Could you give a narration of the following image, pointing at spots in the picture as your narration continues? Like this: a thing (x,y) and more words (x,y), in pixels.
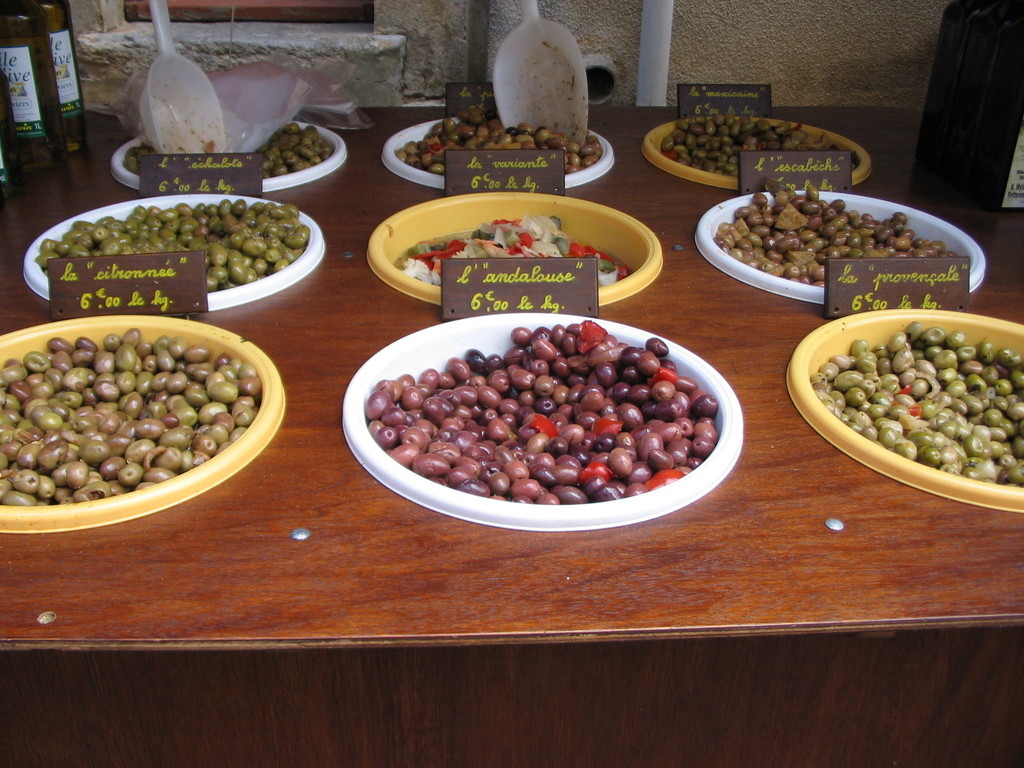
In this image there is a wooden table (529,622). On the table (342,578) there are olives (210,375) and fruits (483,244) in the bowls (176,329). Beside the bowls (220,290) there are boards (220,166) with text (142,277). In the background (760,18) there is a wall (587,16). Near to the wall (323,56) there are serving spoons (189,89). In the top left (8,79) there are bottles (48,98). There are labels (32,109) on the bottles (29,88). There is text (19,106) on the labels (39,123).
